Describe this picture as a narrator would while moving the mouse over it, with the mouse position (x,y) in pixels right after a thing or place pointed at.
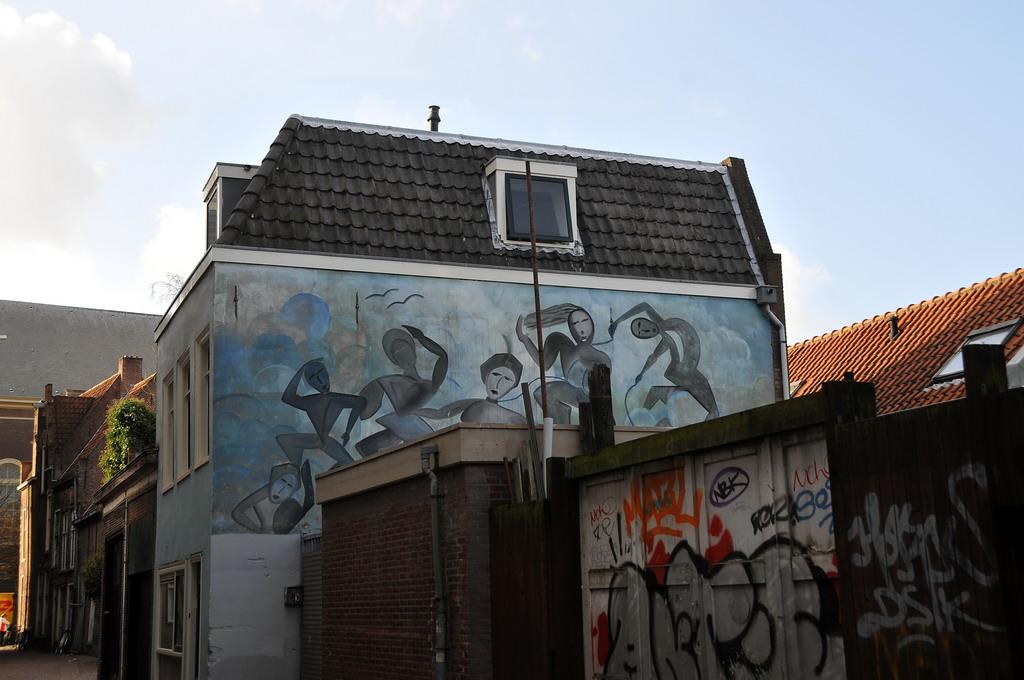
In this picture we can see some text (683,516) and other things (683,598) on the objects (722,615). We can see a painting (424,388) of a few people (443,369), birds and a few things (262,451) on a house (256,562). There are buildings (371,562), plants (118,466) and other objects (13,617). We can see the clouds (104,54) in the sky (327,78).
